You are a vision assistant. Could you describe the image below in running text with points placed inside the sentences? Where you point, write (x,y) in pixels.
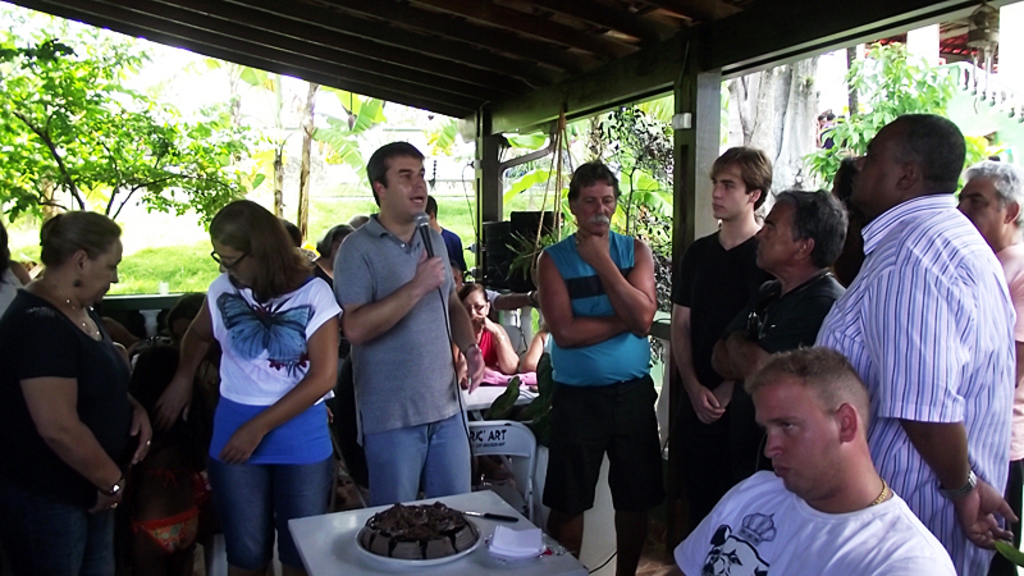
In this image we can see people (604,365) standing and some of them are sitting. The man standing in the center (410,198) is holding a mic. At the bottom (531,568) there is a table (546,541) and we can see a cake (385,542), napkins (518,549) and a knife (466,512) placed on the table (455,573). In the background (145,98) there are trees (621,132). At the top (571,55) there is a roof (568,43).
